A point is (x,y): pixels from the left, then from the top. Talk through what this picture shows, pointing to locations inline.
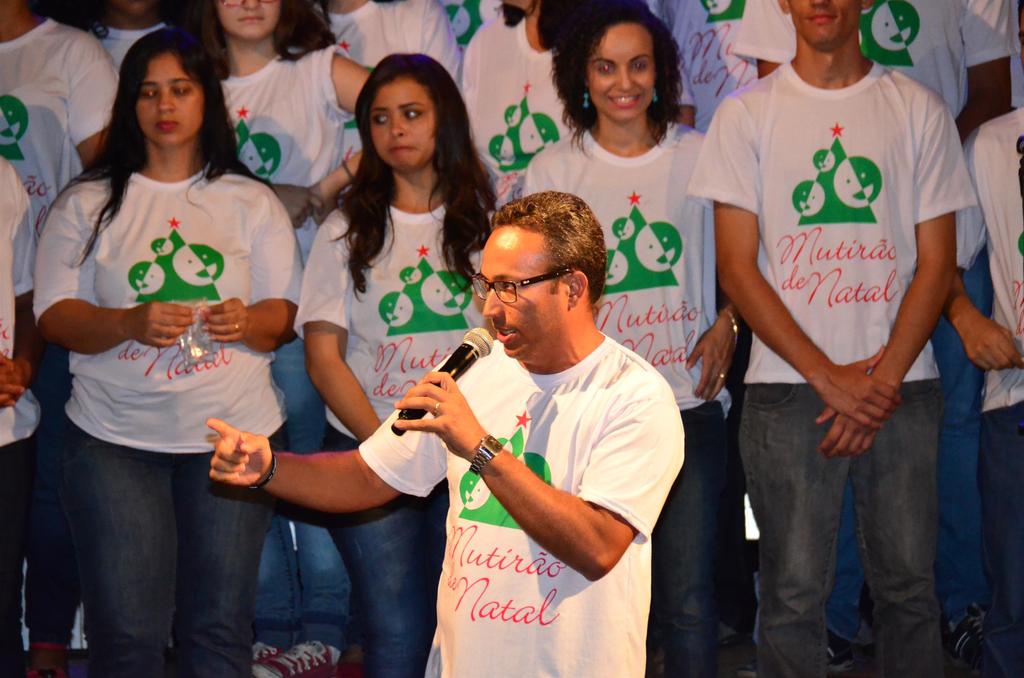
In this image I can see few people (667,137) are standing and wearing white, red and green color t-shirts (645,209). In front (514,328) one person (502,390) is standing and holding the mic (453,358).
